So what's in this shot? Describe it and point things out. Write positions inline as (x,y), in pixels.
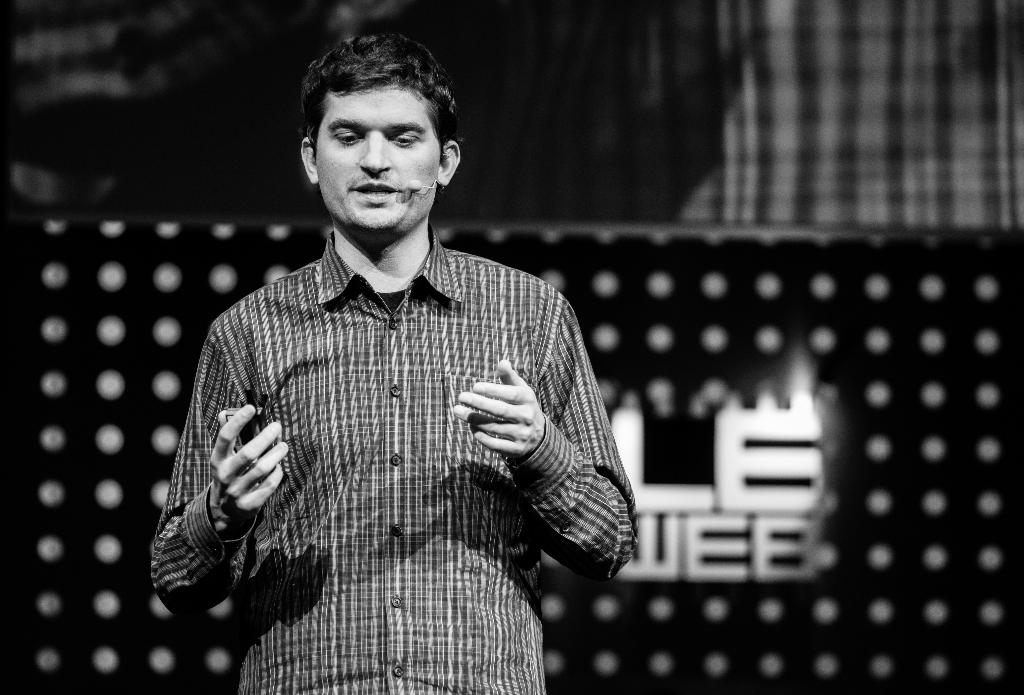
This is a black and white image. A man (376,305) is standing wearing a checked shirt (376,457). There is a banner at the back (852,375).
